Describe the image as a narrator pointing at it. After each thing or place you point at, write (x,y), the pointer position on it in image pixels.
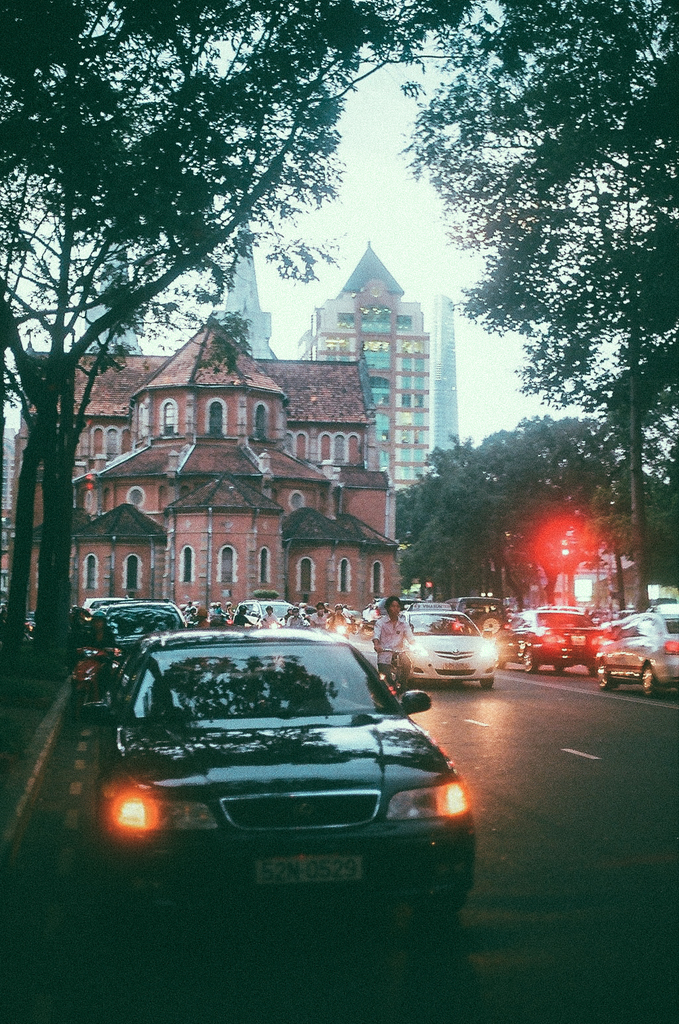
Bottom of the image (397,721) there are some vehicles (179,841) on the road (627,818) and few people (214,605) are riding motorcycles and bicycles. In the middle of the image (316,569) there are some trees (300,256) and buildings (85,368). Behind the buildings (449,312) there are some clouds (368,94) and sky (356,94).
